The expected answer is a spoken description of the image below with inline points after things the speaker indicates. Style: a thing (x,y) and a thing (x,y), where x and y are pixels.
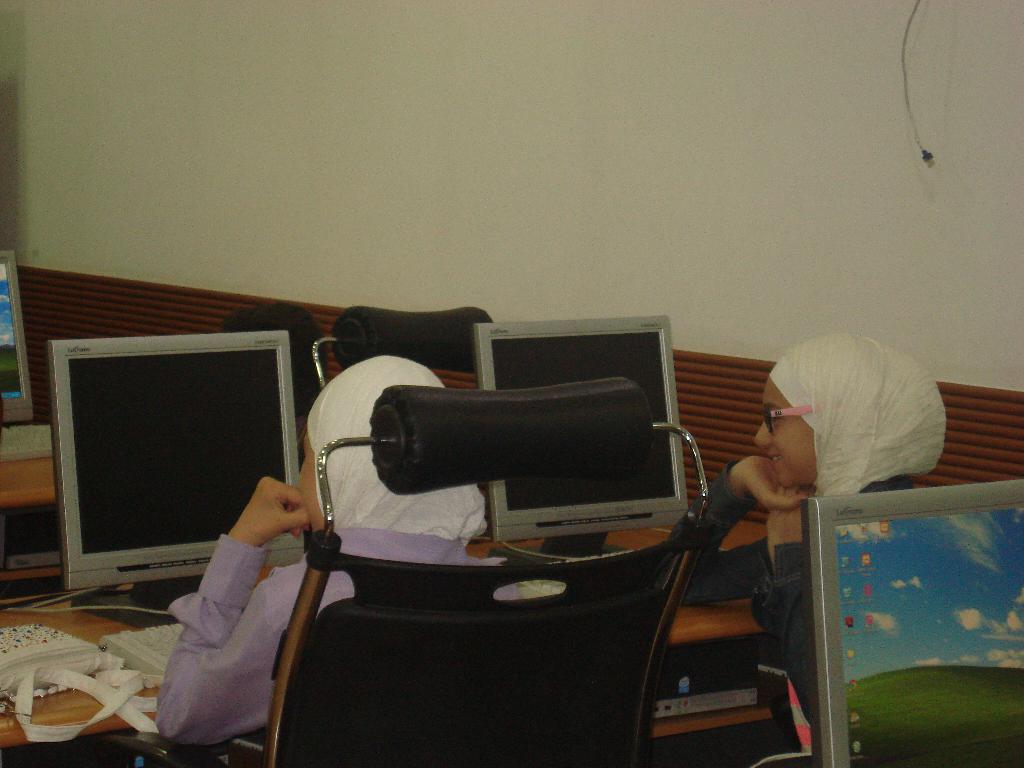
There are two people (266,589) in a room (698,369). They are sitting on a chair (607,454). There is a table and there is a computer system (282,556) and key board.
